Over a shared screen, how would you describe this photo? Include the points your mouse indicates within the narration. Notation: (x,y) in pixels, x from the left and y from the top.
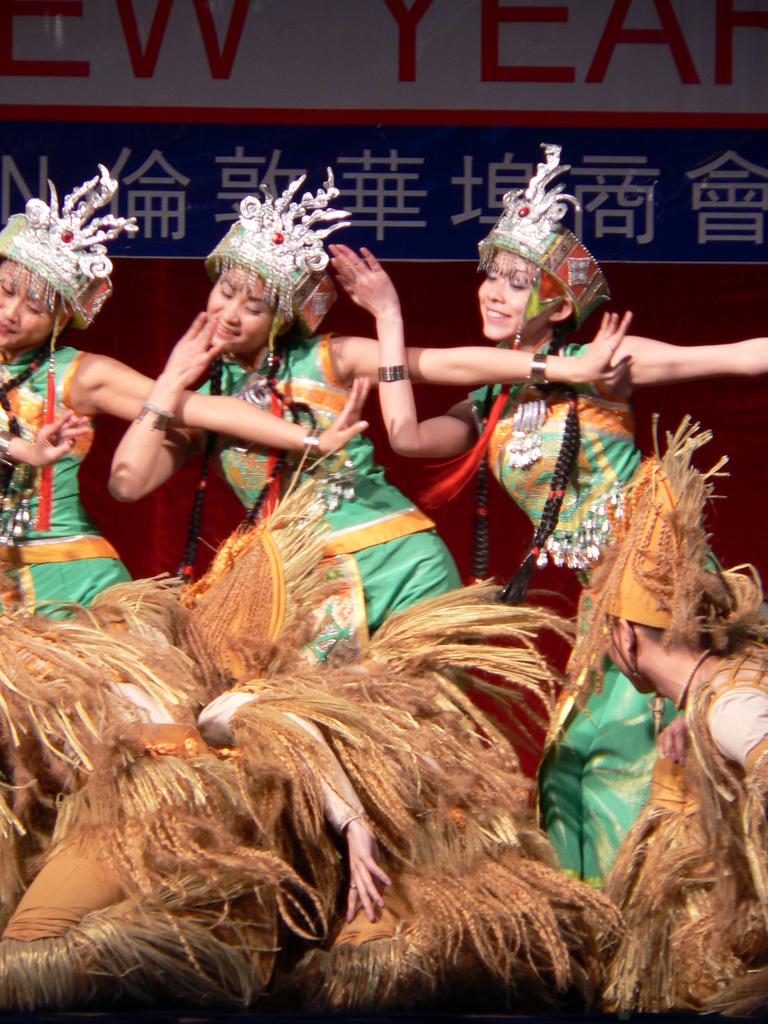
In this image we can see a group of people (364,484) on the floor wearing the costumes (372,721). On the backside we can see a curtain (751,425) and a board (601,254) with some text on it.
